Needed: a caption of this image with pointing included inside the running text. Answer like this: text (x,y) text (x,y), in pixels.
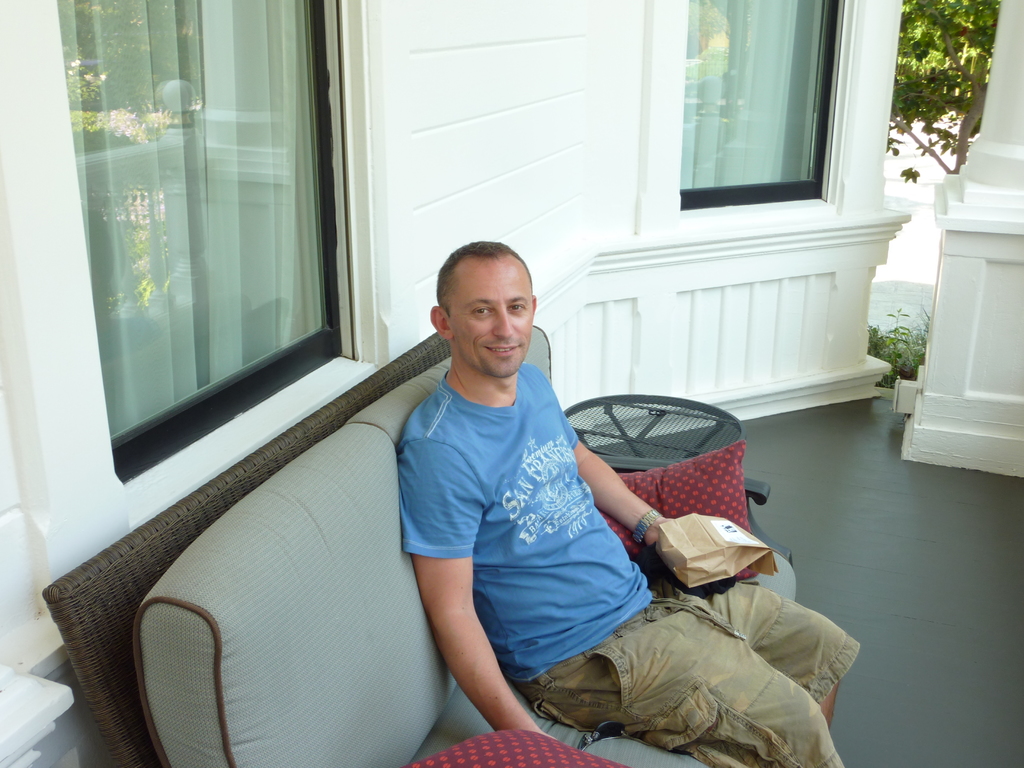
In this image there is a person (546,542) sitting on the sofa (113,691) by holding a bag (705,554) in his hand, besides the person (616,601) there are cushions (630,543), beside the sofa (357,670) there is an object (606,453), behind the person (419,472) there are windows (806,160) on the wall (740,278) and there is a pillar (987,161) and a tree (933,25) and plants (906,334).
